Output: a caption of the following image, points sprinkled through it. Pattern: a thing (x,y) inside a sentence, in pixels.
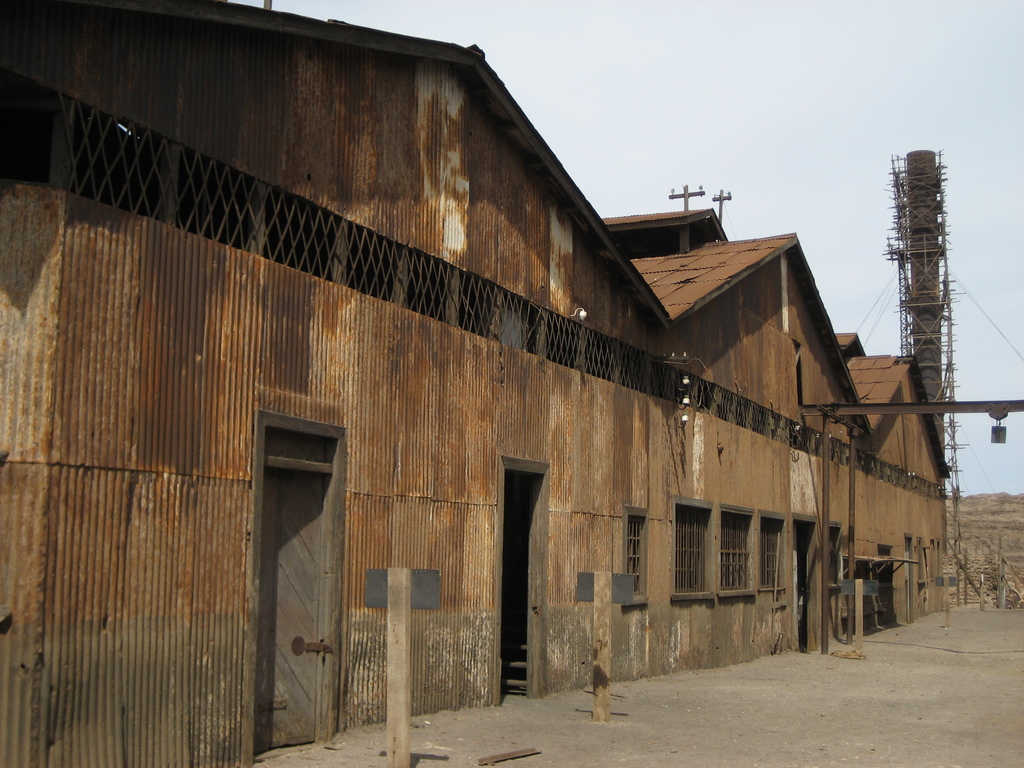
In this image there are buildings (729,513), and in the background (920,166) there is a tower (911,241), poles (718,219) and at the bottom (674,708) there is a walkway (968,657). And on the right side (948,567) there are some objects (999,587), and at the top (707,83) there is sky (750,98).
